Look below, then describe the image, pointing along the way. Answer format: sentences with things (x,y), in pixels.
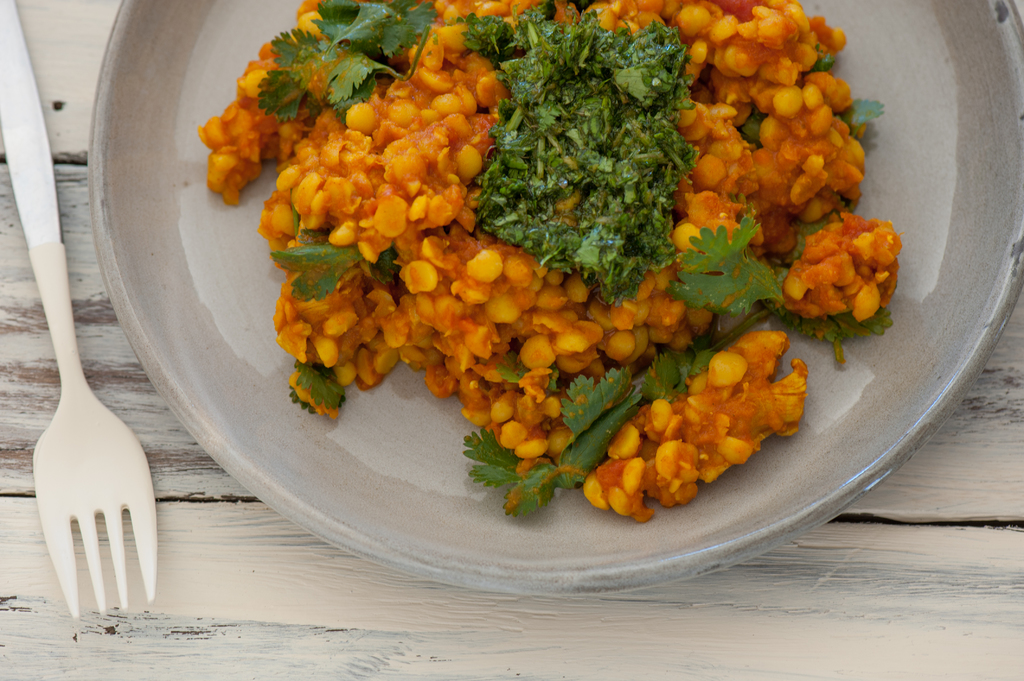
In this picture I can see a food item (328,327) on the plate (1006,68), and there is a fork (24,166) on the table (725,646).
